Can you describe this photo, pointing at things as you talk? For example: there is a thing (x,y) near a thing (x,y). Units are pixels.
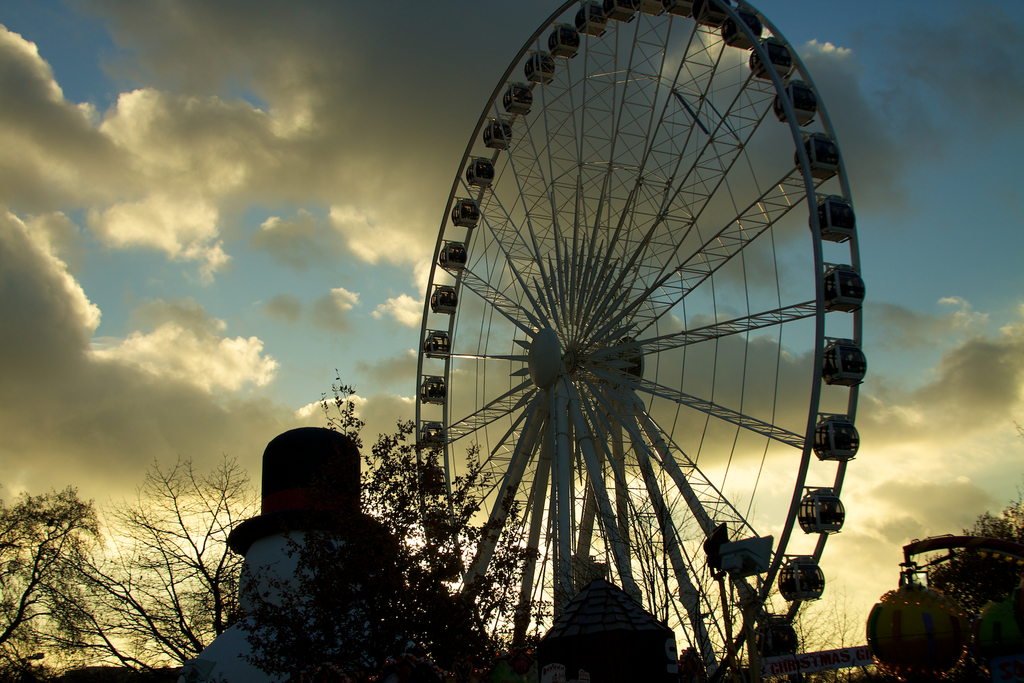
In this image there are clouds (286,181) in the sky (290,285), there is a giant wheel (585,329), there are trees (214,577) truncated, there is a snowman (296,581) truncated, there are objects (939,591) truncated towards the right of the image (989,539), towards the right of the image (995,535) there is a tree (985,570) truncated.
